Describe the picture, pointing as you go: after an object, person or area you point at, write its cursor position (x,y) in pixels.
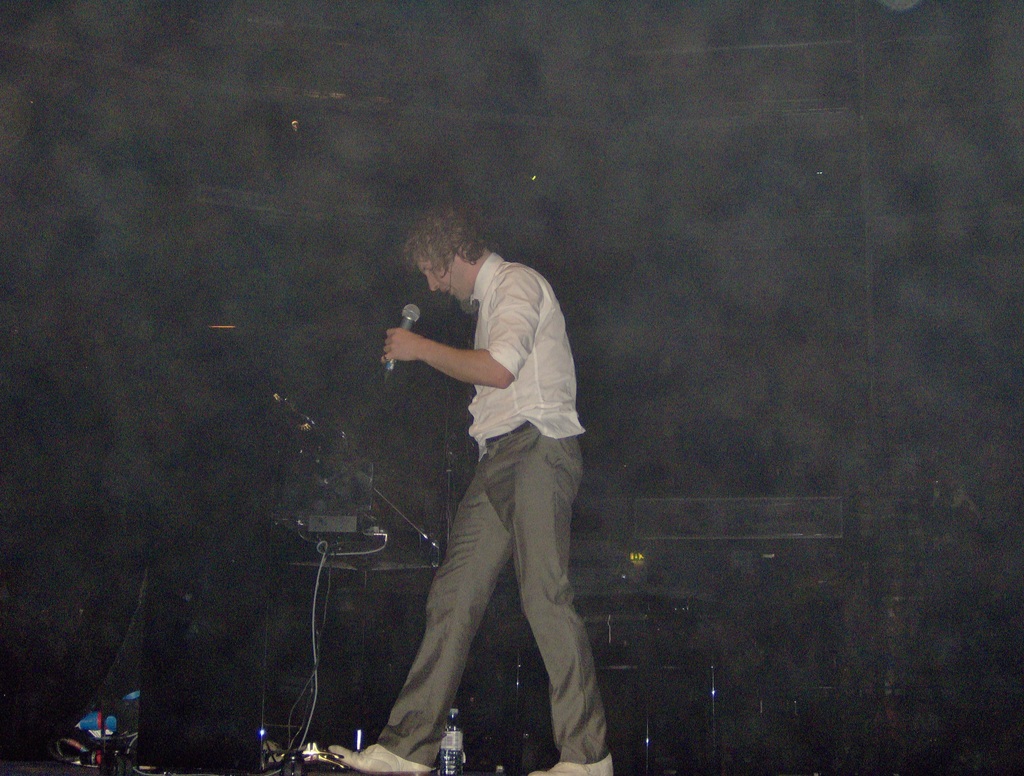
In this picture we can see a man (432,671) holding a mic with his hand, bottle (445,764), wires (306,690) and some objects (355,492) and in the background (619,237) it is dark.
